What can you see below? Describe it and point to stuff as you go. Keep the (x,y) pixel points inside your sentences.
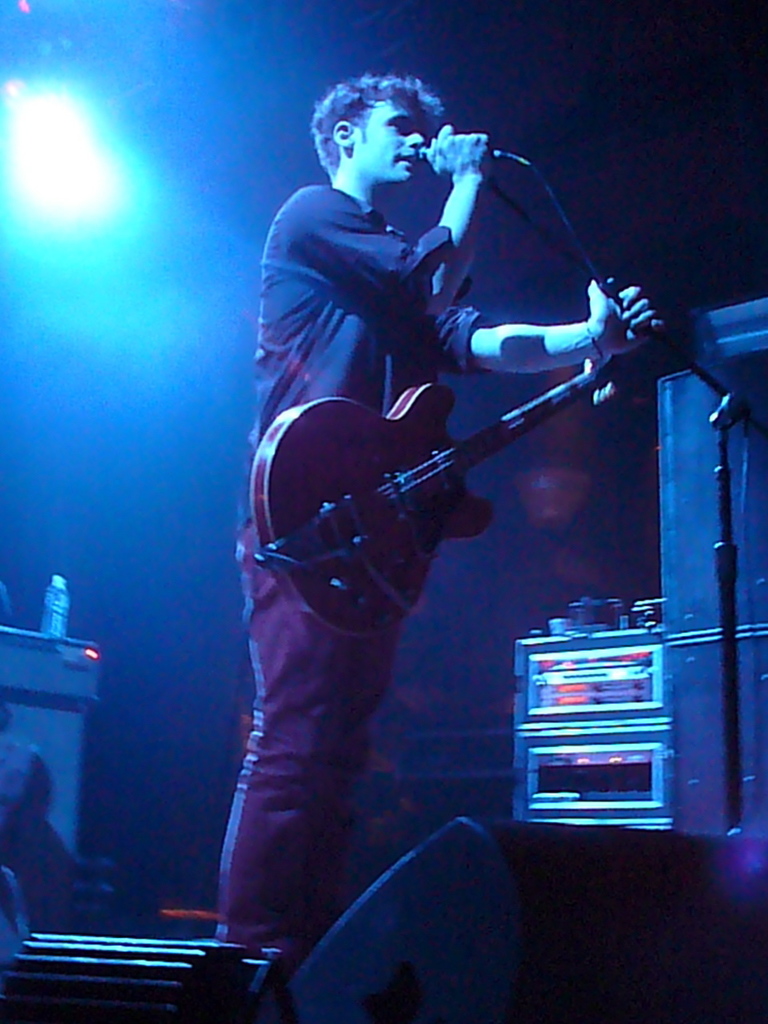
here in this picture we can see a person (366,382) holding a guitar (409,451) standing in front of a micro phone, here we can see a table (67,679) and a bottle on it, here we can also see a light (104,219).
